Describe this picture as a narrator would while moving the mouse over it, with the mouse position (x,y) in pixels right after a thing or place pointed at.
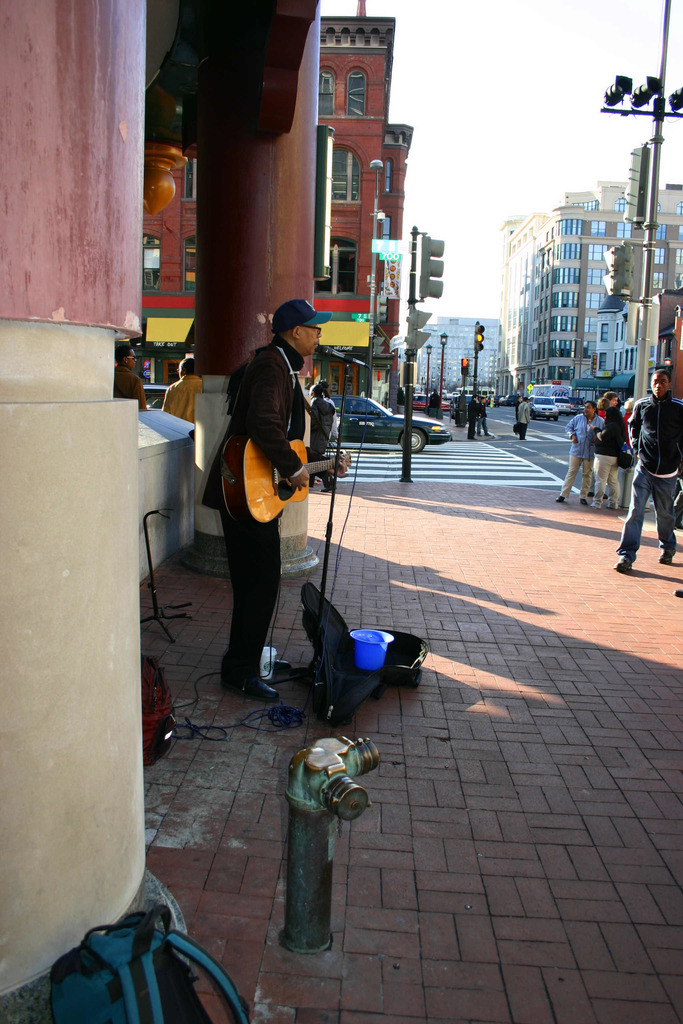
In this image we can see pillars (215,199), buildings (464,329), signal light poles (424,312), people (643,471), sky (527,8), pedestrians (194,383) and vehicles (374,412). Front this person (248,400) is playing a guitar (241,458). On the floor (442,586) there is a guitar bag (360,679), stand (152,571) and things (375,633). In-front of this pillar (101,700) there is a hydrant (313,822).
